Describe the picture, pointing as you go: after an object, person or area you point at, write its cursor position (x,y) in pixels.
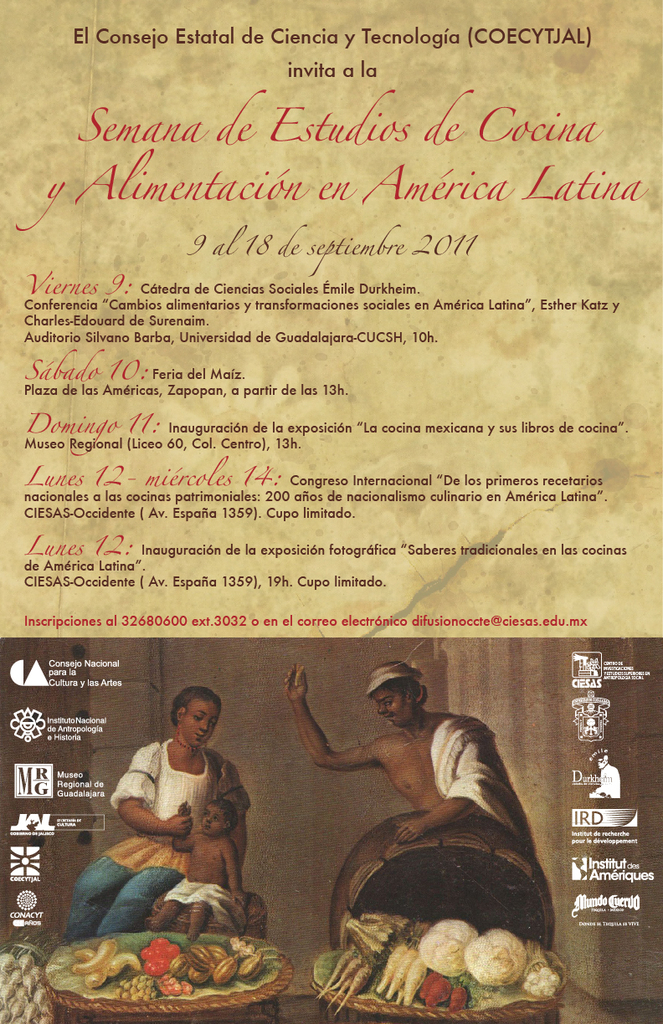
This is the image of the poster (103,336) where there are painting (398,826) of persons (148,907), few items (258,965) on the table (246,995) and some text (151,140) in the poster (151,919).
